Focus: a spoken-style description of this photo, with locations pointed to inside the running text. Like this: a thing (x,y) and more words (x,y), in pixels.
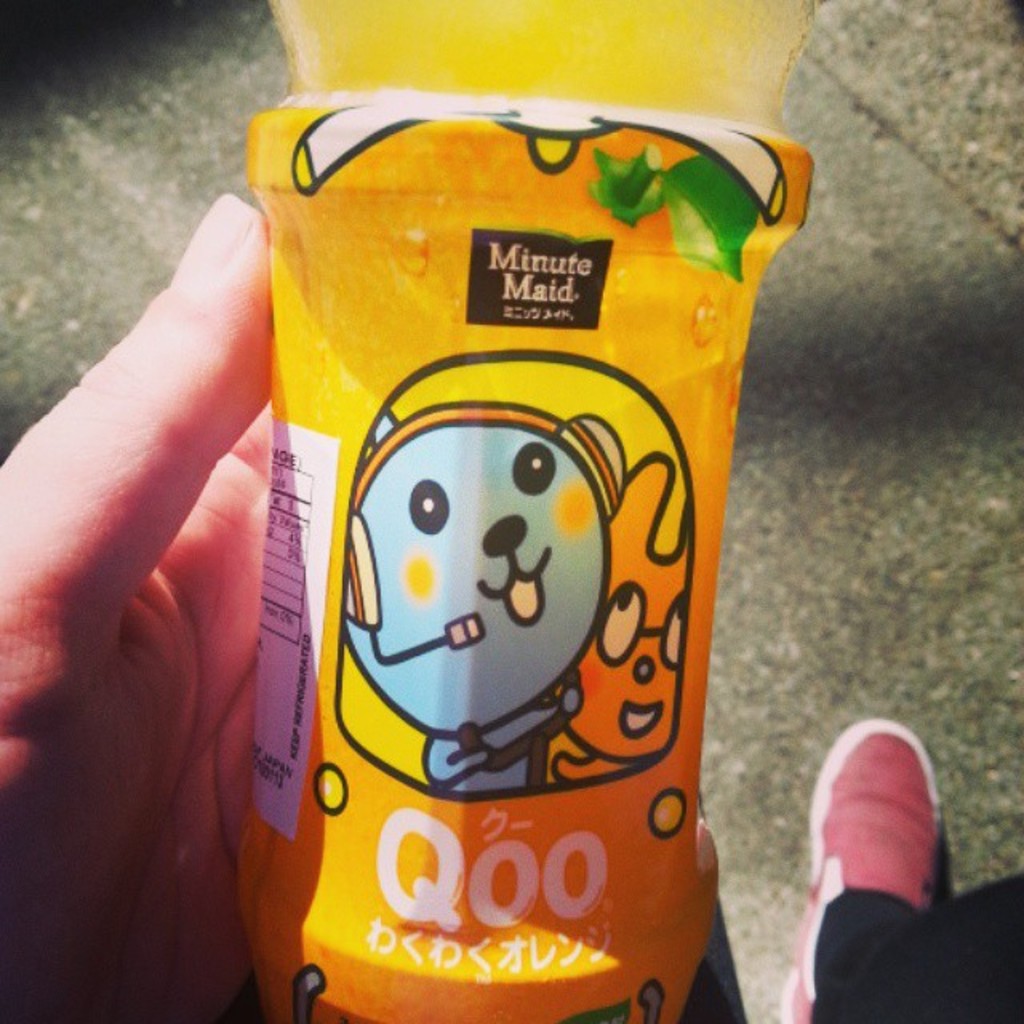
We can see a person's hand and leg (866,902) with shoe (877,869). On the hand (196,643) there is a bottle (494,222) with a label (532,548). On the label (397,480) something is written. Also there is an image (498,667).
